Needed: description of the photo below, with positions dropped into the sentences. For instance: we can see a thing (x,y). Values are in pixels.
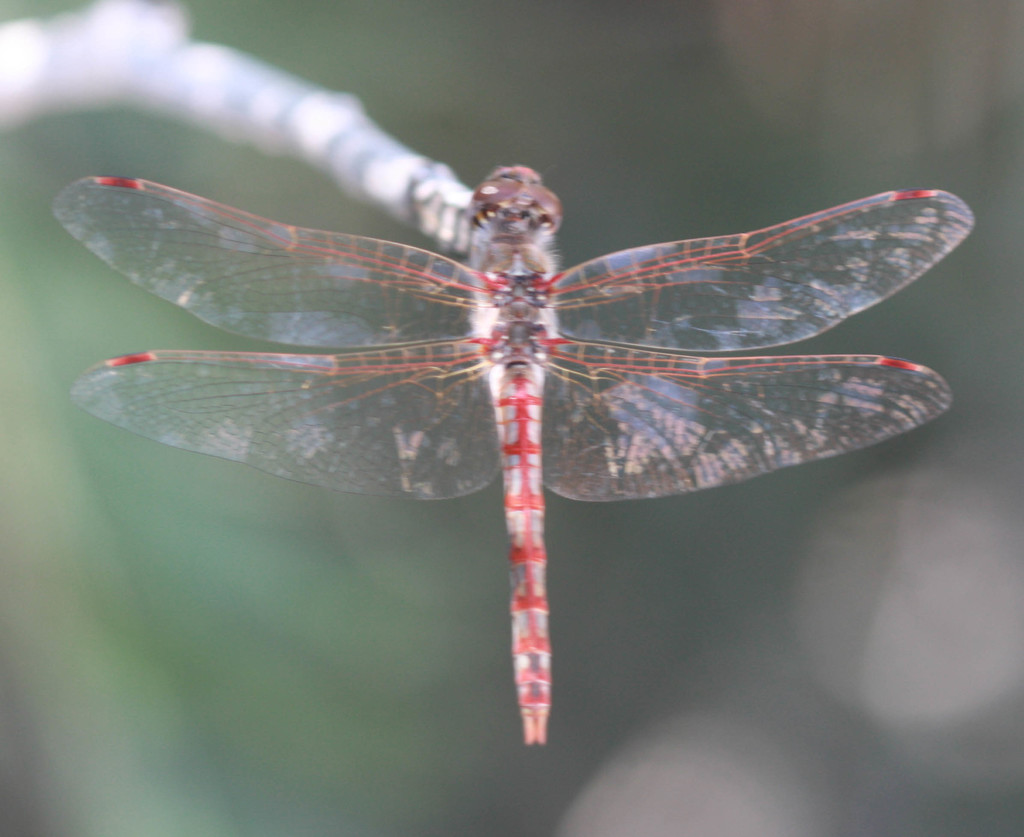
In this picture I can see a dragon fly (529,484) on the branch (318,131) and I can see blurry background (984,543).
